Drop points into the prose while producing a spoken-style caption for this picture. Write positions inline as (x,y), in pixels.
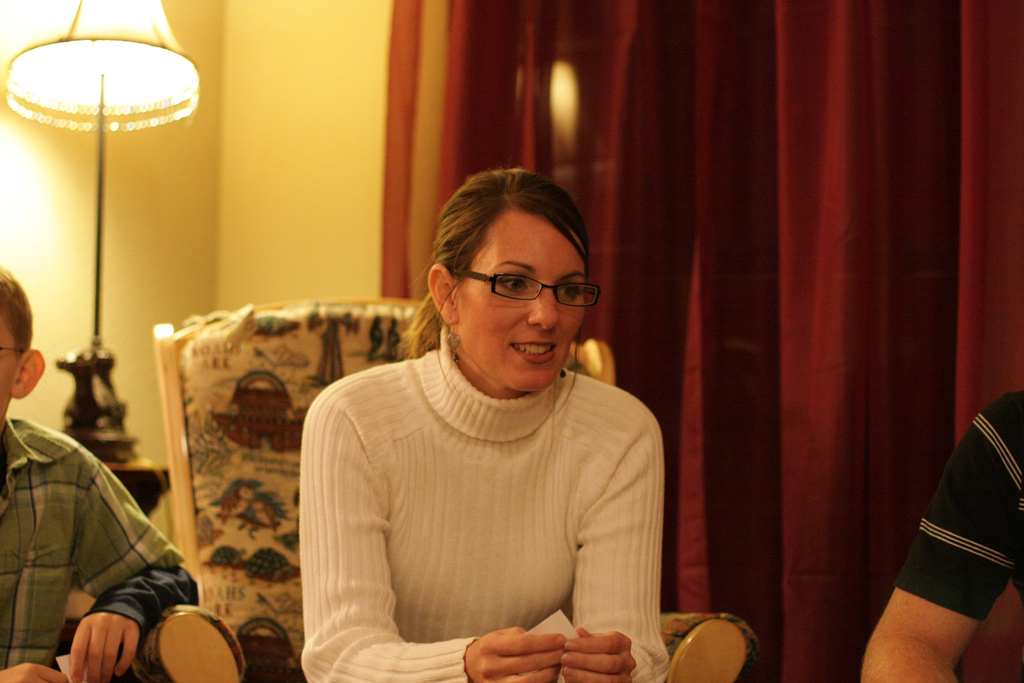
As we can see in the image there is a yellow color wall (272,53), curtains (592,11), lamp (99,180) and three people (354,538) sitting.
